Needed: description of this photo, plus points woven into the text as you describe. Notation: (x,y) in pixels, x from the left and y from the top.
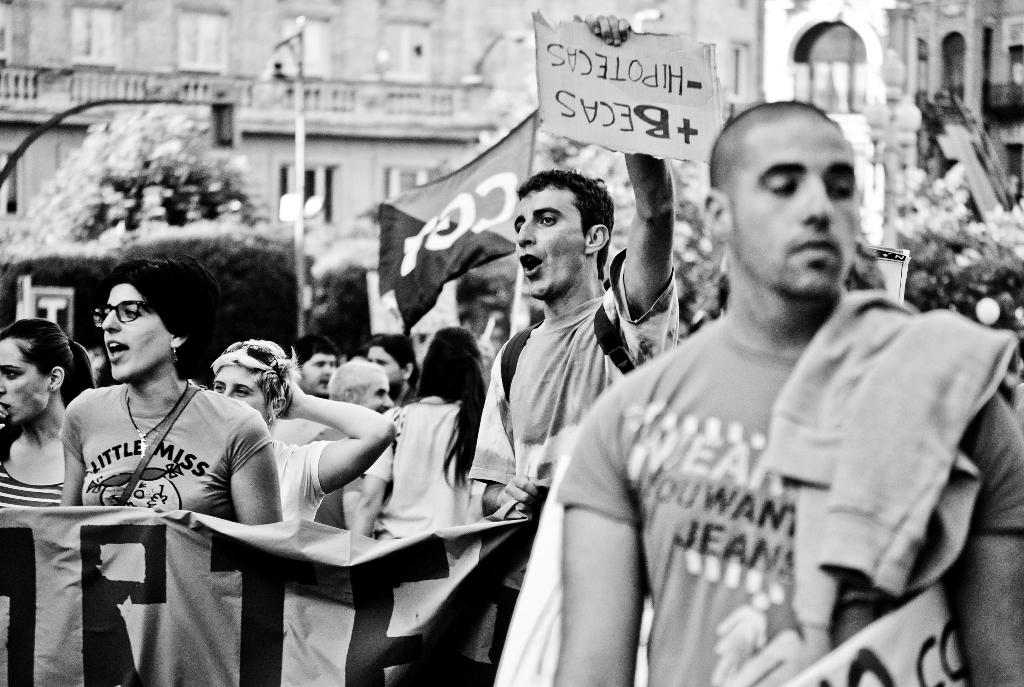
It is a black and white image. In this image we can see the people (593,370) holding the banners (319,565) with the text (431,565). We can also see the flag (480,222), placards (630,122), light poles (297,47), plants (904,231) and also the trees (961,228). We can also see the buildings (496,80) in the background (859,112).
